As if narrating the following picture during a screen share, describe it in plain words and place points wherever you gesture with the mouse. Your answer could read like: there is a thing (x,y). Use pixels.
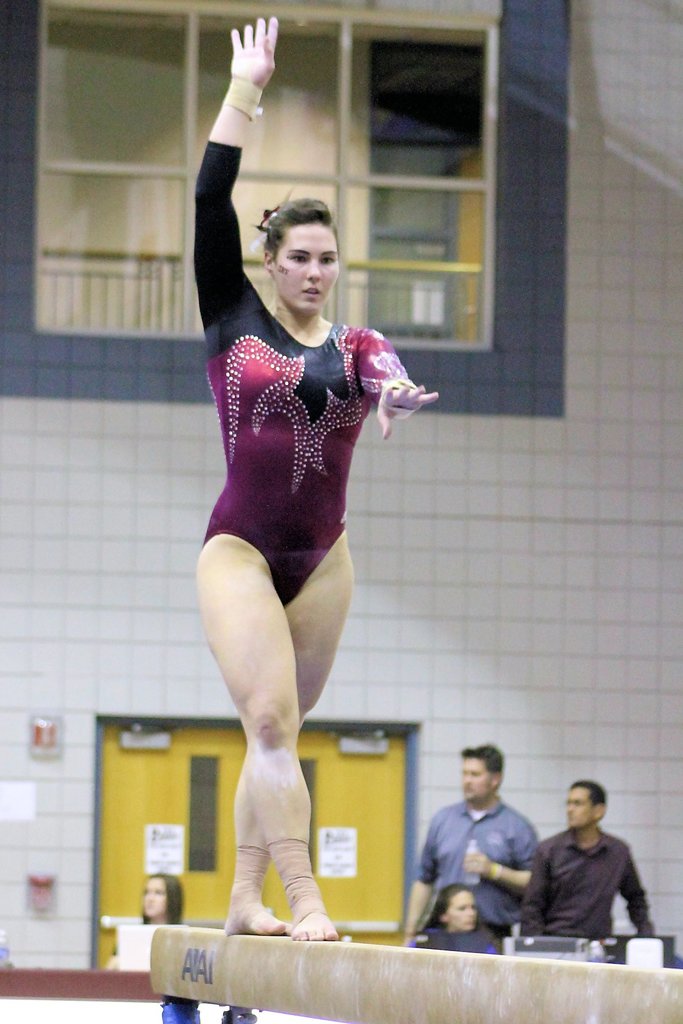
In the center of the picture (261,438) there is a woman (278,924) on the balance beam (169,960). In the background (538,863) there are people (543,898), door (178,763), fire alarm (34,885) and wall (37,828). At the top (157,92) there is a glass window (185,287), outside the window (177,149) it is building (261,137).
